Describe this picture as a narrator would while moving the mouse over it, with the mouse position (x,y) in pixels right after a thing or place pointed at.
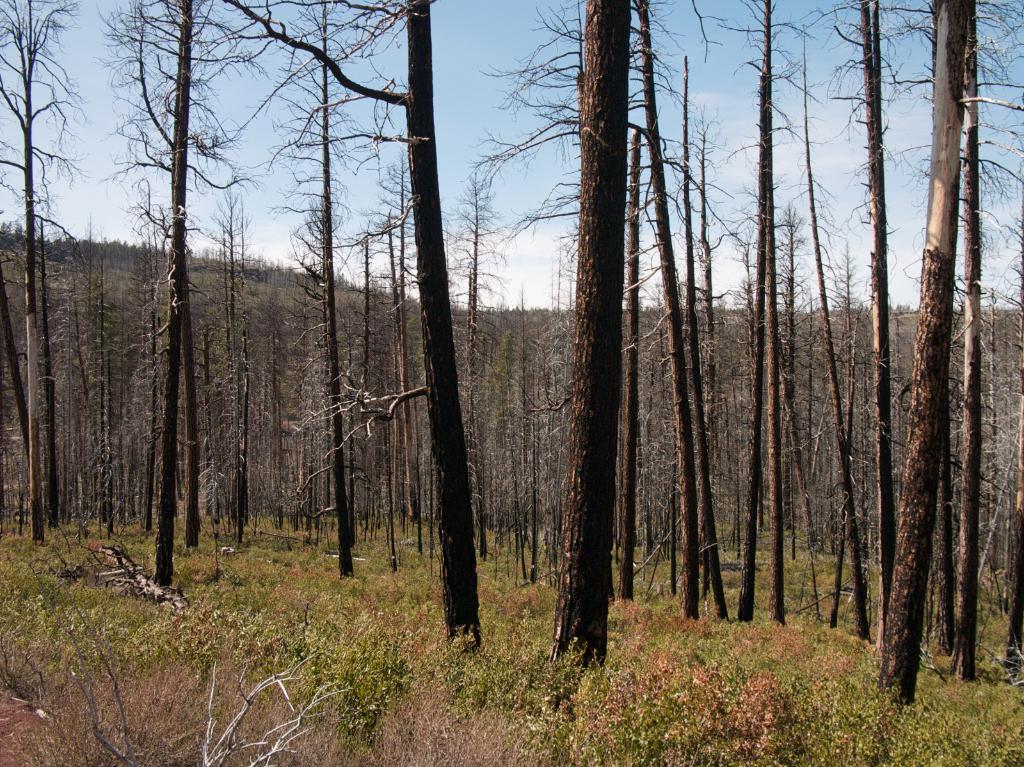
In the center of the image (459,375) there are trees (603,392). At the bottom (467,696) there is grass (636,717). In the background (513,164) there is sky (536,164).
